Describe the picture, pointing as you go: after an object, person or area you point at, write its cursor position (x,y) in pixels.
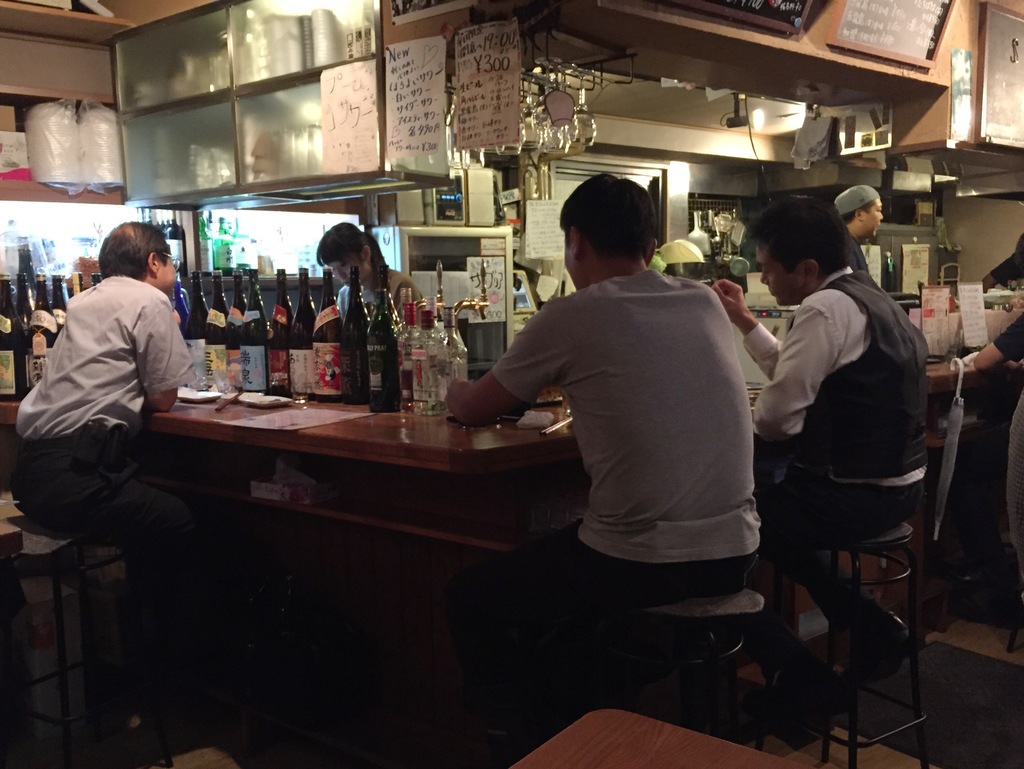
In this image we can see some persons (722,463) sitting on chairs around the table (318,408) on which there are some bottles (374,371), menu cards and some other objects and at the background of the image (176,88) there are some persons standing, cupboards (180,60), some signage boards (470,88) and there is wall (139,17).
